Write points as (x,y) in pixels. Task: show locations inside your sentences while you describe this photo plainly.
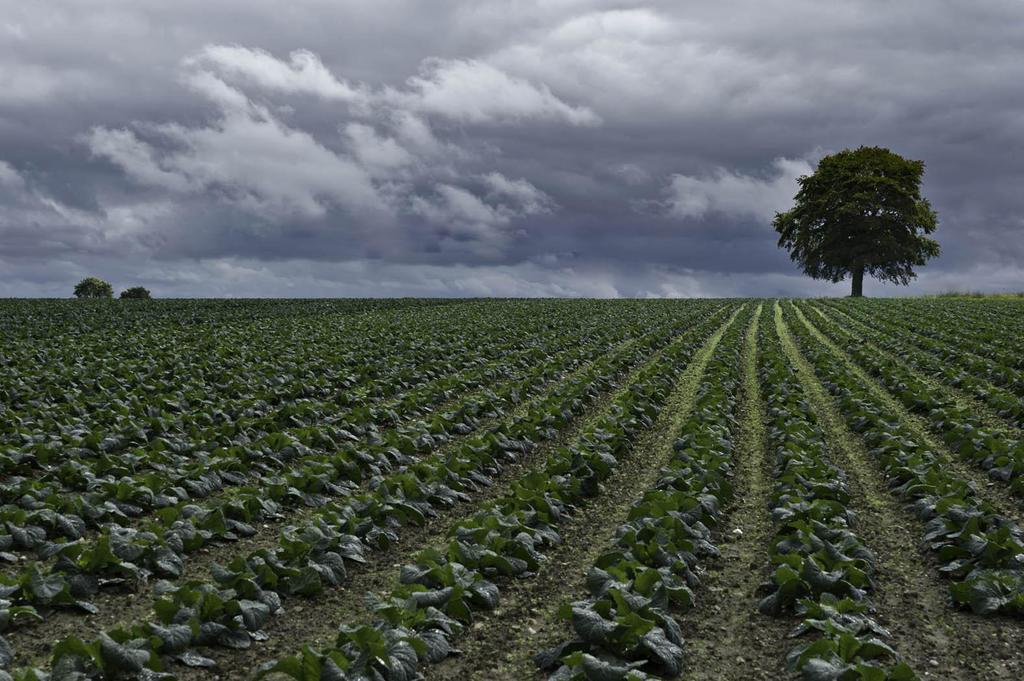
In this image I can see few plants (399,465) on the ground (358,567). In the background (928,218) I can see few trees (916,249) and the sky (477,111).
